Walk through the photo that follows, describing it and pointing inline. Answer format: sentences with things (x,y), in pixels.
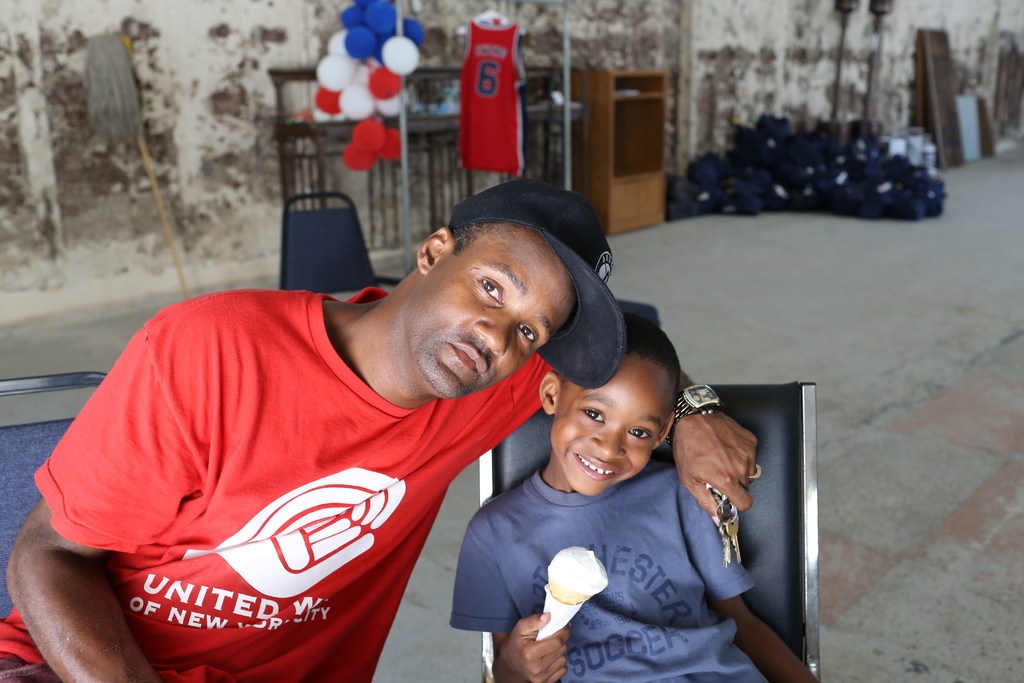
In the image in the center (433,424) we can see two persons (313,566) were sitting on the chair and the boy (653,555) was smiling and the boy (539,547) is holding ice cream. In the background (480,168) we can see wall (603,1), wooden objects (620,208), brooms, balloons (346,15), t shirt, floor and few other objects (328,246).
